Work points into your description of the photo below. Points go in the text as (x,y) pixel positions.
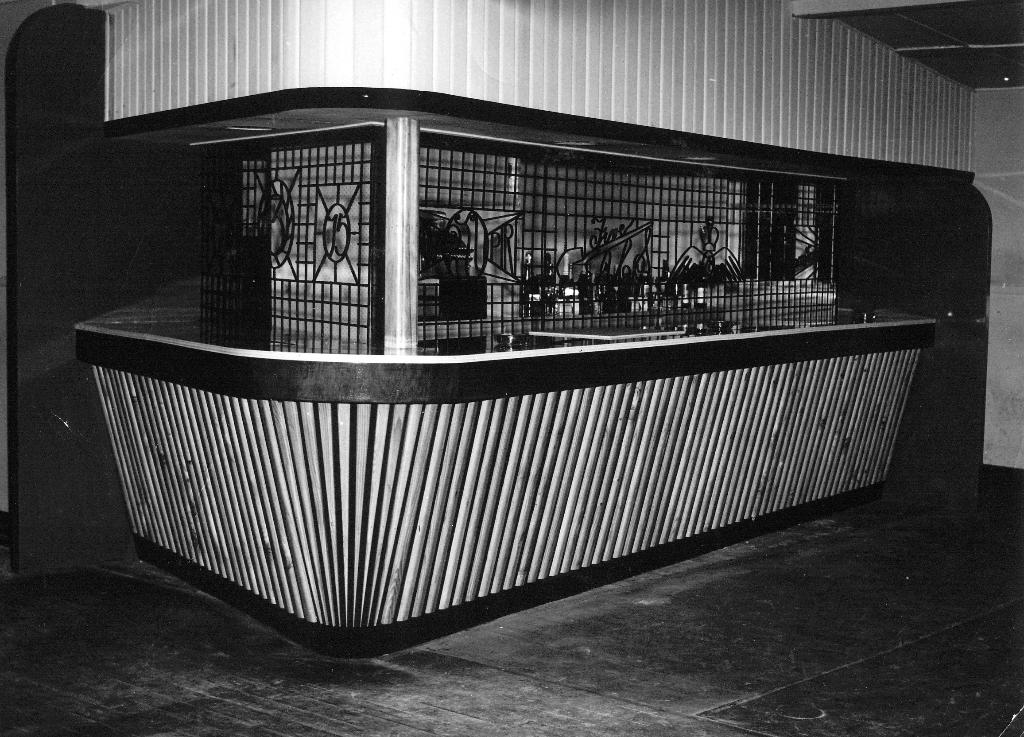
This is a black and white image. Here I can see a construction (471,440). At the bottom (487,495) there is a railing (440,465). In the middle (676,248) there is a metal frame (246,252) which is looking like a cabin (738,296). Inside there are few objects (460,243). At the top of the image (489,72) I can see the wall (348,54). At the bottom of the image (574,686) I can see the floor (747,723).
